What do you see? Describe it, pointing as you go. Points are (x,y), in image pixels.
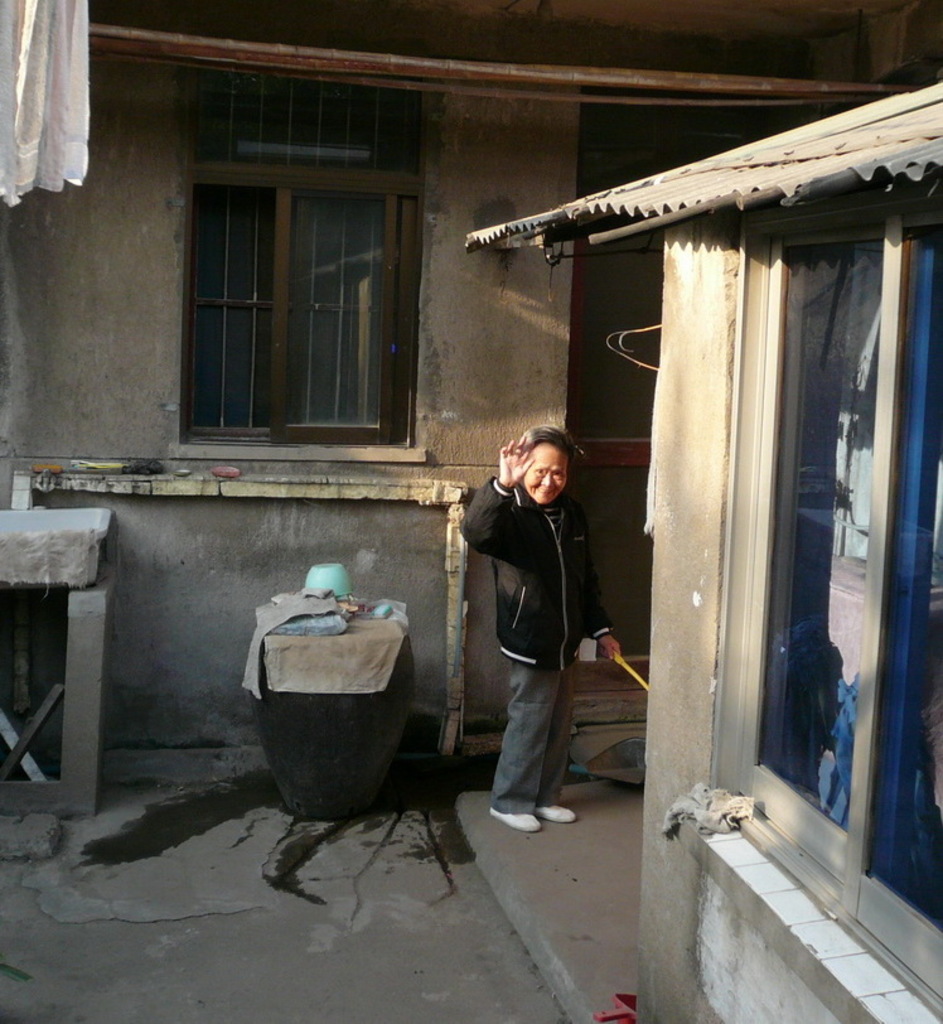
In this image, I can see a person (535,824) standing and holding an object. There are houses (509,261) with windows (410,326). In the top left corner of the image (81,125), I can see a cloth (77,172). Beside the person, there are few objects (294,643) on a pot (288,706). On the left side of the image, there are rocks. At the top of the image (337,57), it looks like a wooden stick (491,65).
